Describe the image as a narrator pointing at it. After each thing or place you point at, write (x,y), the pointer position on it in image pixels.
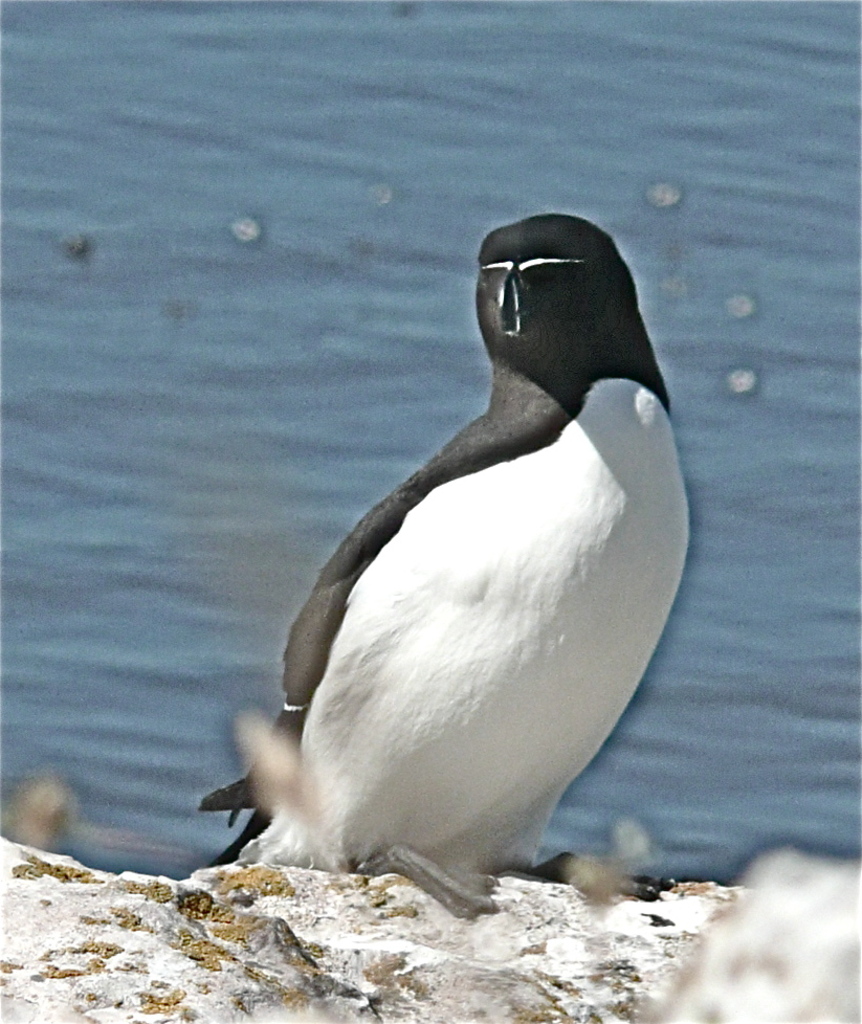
Background (671,242) portion of the picture is blurred. We can see the water (636,197). In this picture we can see a razorbill (650,444) on the rock surface (638,1023).
